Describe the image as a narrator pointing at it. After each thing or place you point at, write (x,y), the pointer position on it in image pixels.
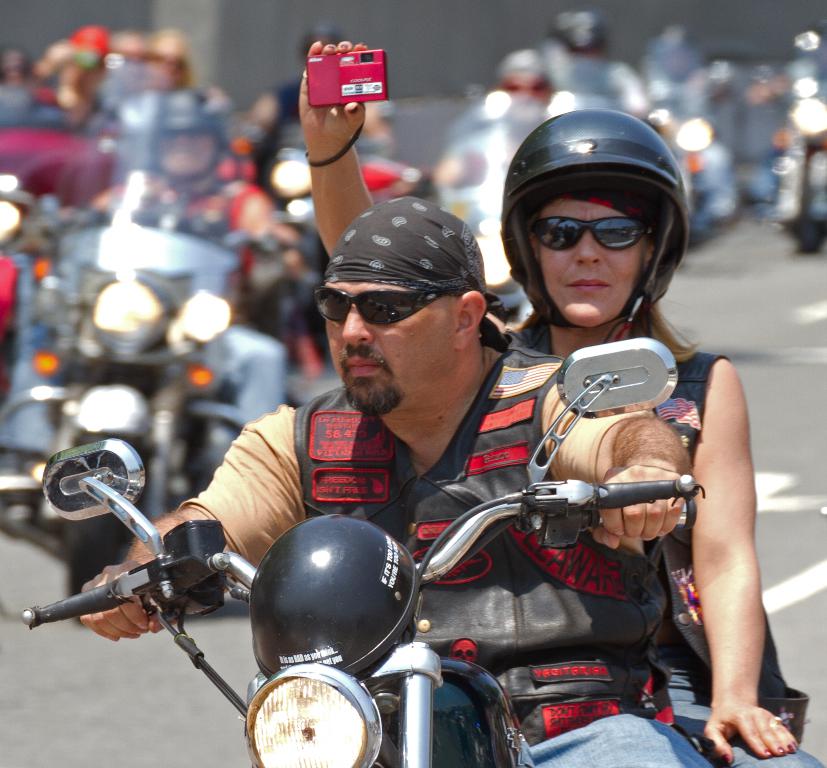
In this image I can see a person (402,423) wearing a brown shirt (292,484) and black jacket (415,516) and glasses (404,304) is sitting on a motorbike (372,672), there is a woman (726,546) sitting behind him wearing a helmet (627,312) and glasses (552,231) is holding the camera (351,101) in her hand (351,49). In the background (781,315) I can see the road (785,324) and few other persons (753,101) riding the motorbike (53,163).
